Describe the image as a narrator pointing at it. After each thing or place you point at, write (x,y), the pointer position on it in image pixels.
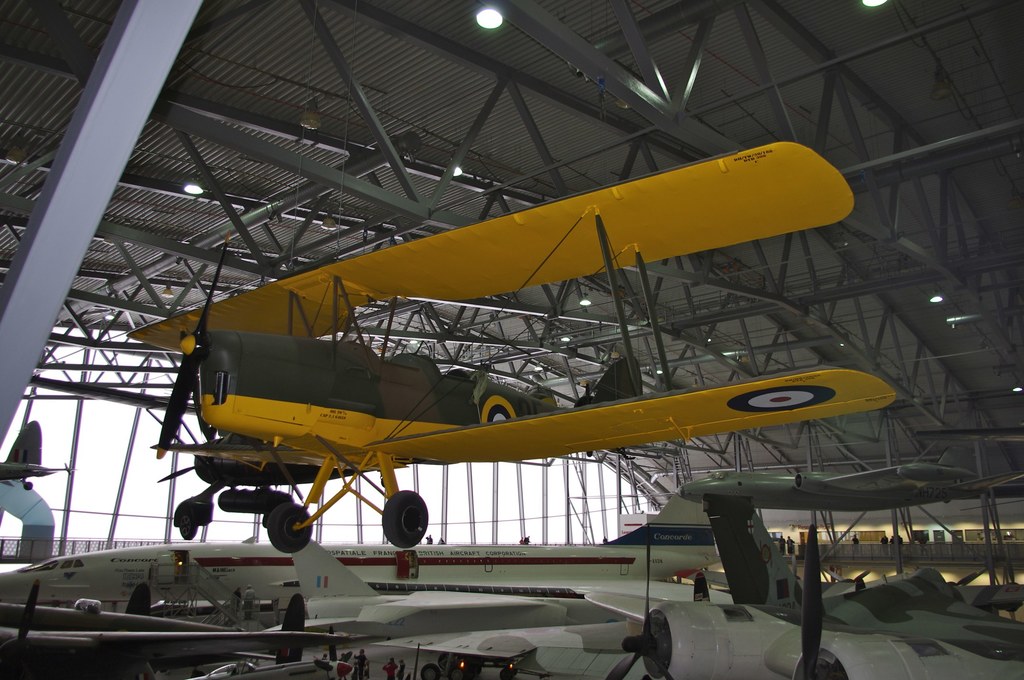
In this image I can see few aircraft (576,603) and I can see few poles (406,177), lights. In the background (129,424) the sky (113,447) is in white color.
